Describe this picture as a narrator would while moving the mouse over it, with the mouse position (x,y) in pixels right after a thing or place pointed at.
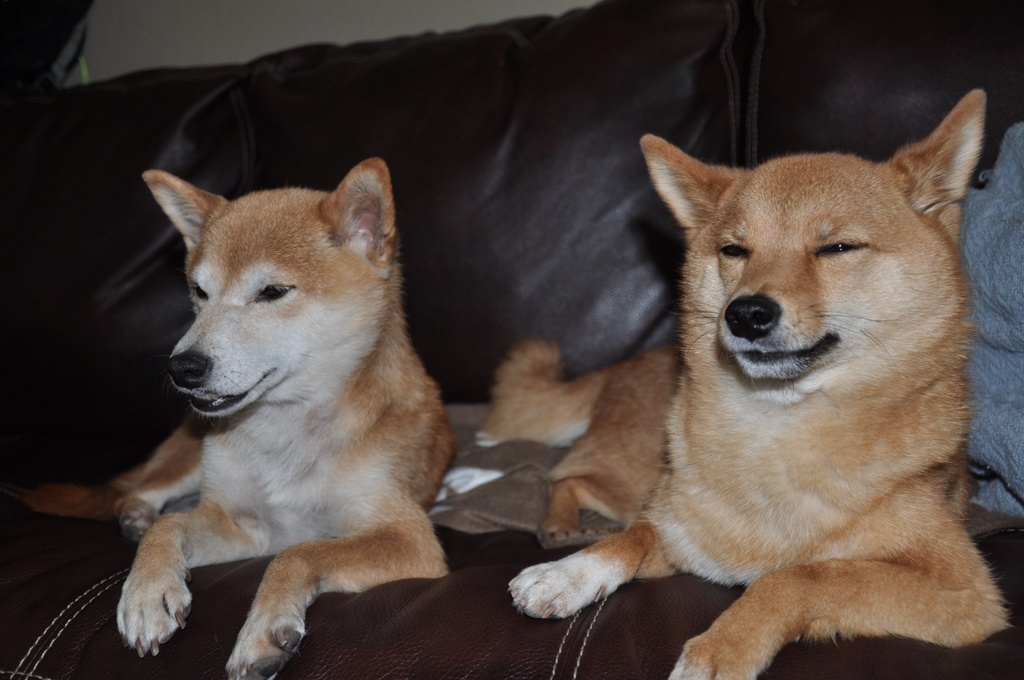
In this image, we can see some dogs (635,367) on the sofa (624,309). We can also see some cloth (981,206) on the right (1012,321). We can see the wall (173,34).
